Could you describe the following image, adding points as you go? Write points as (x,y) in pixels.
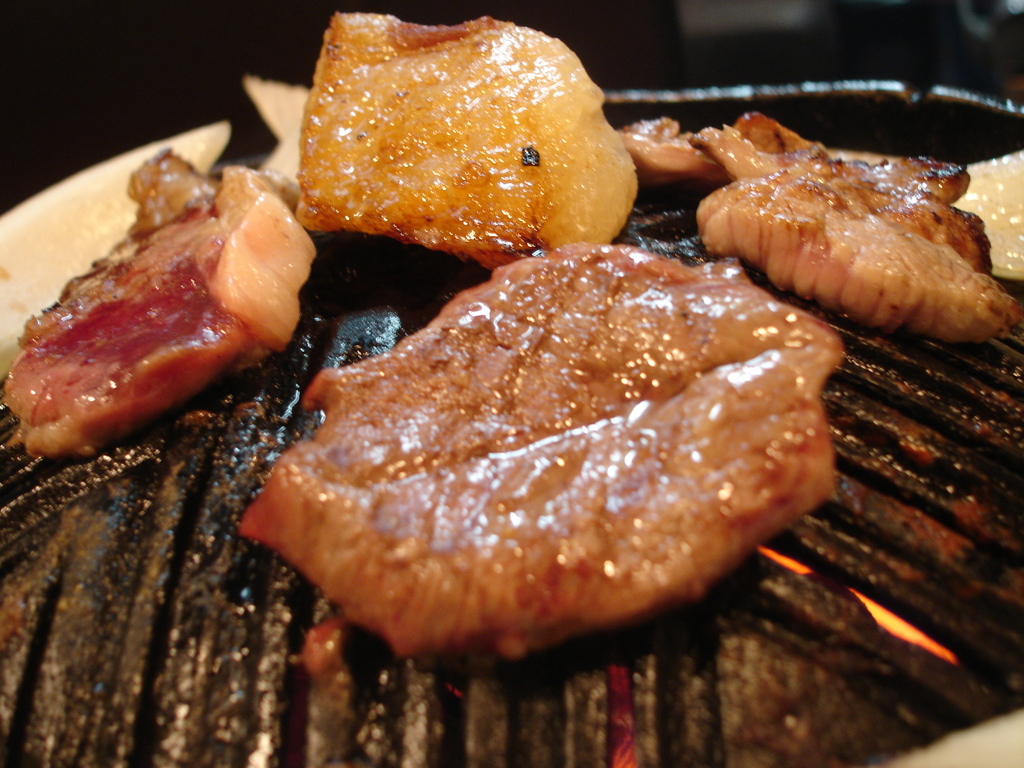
In this image I can see the black colored grill (187,631) on which I can see few meat pieces (562,469) which are brown, gold and cream in color and I can see the orange colored flame (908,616) through the grill (837,588).
